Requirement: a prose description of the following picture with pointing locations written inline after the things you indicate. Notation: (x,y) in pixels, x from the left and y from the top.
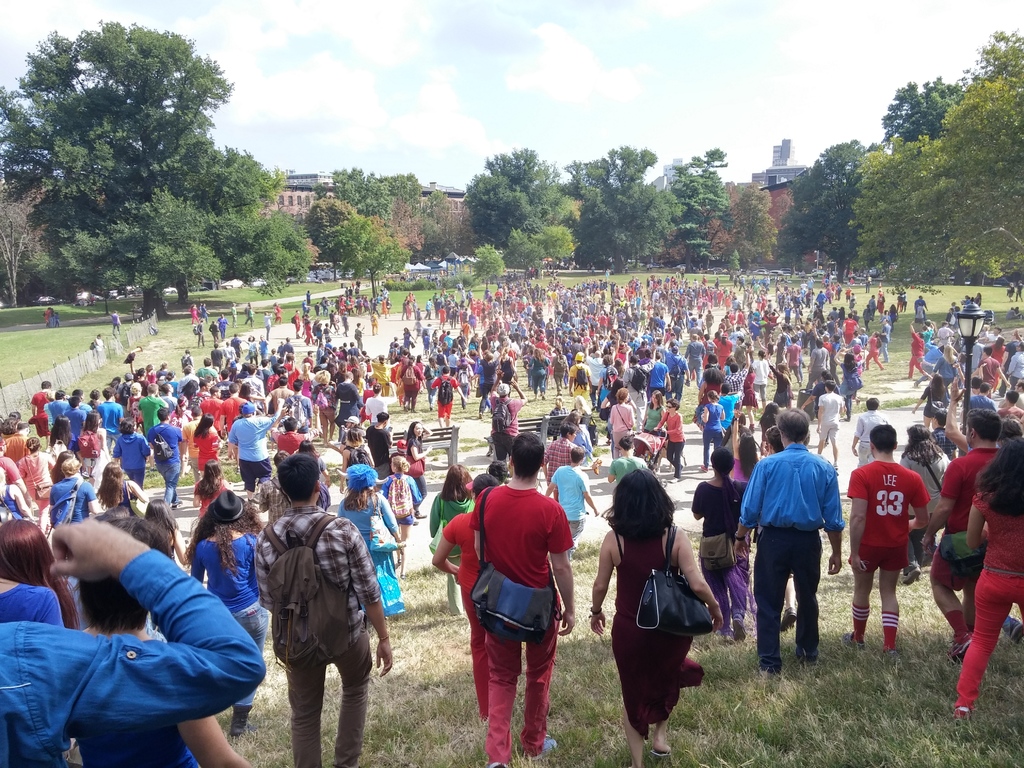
In this image, we can see crowd (140,467) and they are wearing bags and we can see some benches (455,429). In the background (154,282), there is a fence (21,394) and we can see trees (529,189) and buildings (286,211) and there is a light (966,354). At the bottom (745,699), there is ground (795,673) and at the top (572,72), there is sky (400,81).
